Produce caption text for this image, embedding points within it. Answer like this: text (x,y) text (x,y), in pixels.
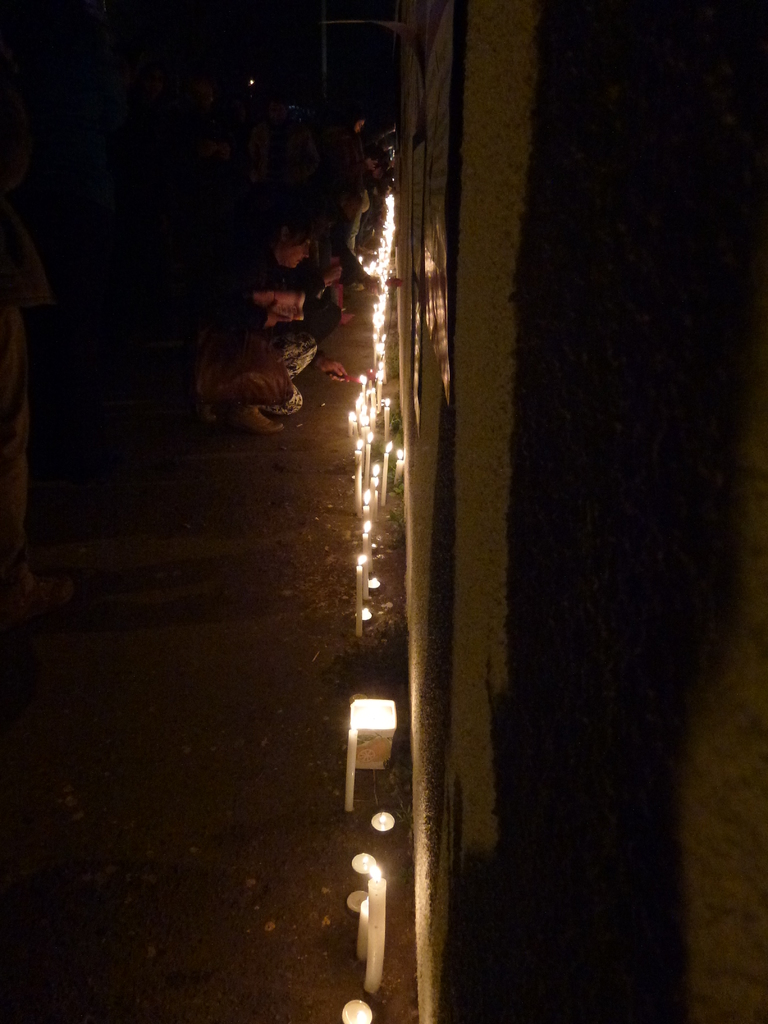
In this image we can see some people (301,358), candles (380,343) and other objects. At the bottom of the image (212,911) there is the ground (214,987). On the right side of the image (633,468) it looks like a wall (648,385).
